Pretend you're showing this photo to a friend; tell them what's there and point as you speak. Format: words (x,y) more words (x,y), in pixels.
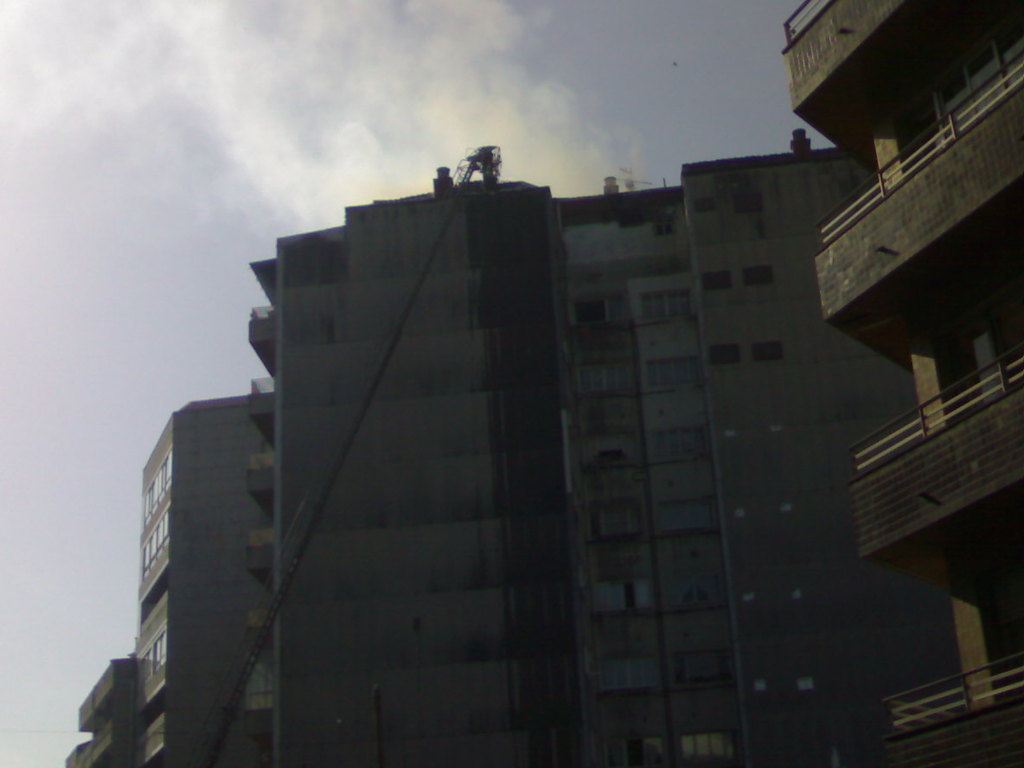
In this image, there are buildings (267,703) and it looks like a crane (243,672). In the background (159,137), there is the sky (710,102).
